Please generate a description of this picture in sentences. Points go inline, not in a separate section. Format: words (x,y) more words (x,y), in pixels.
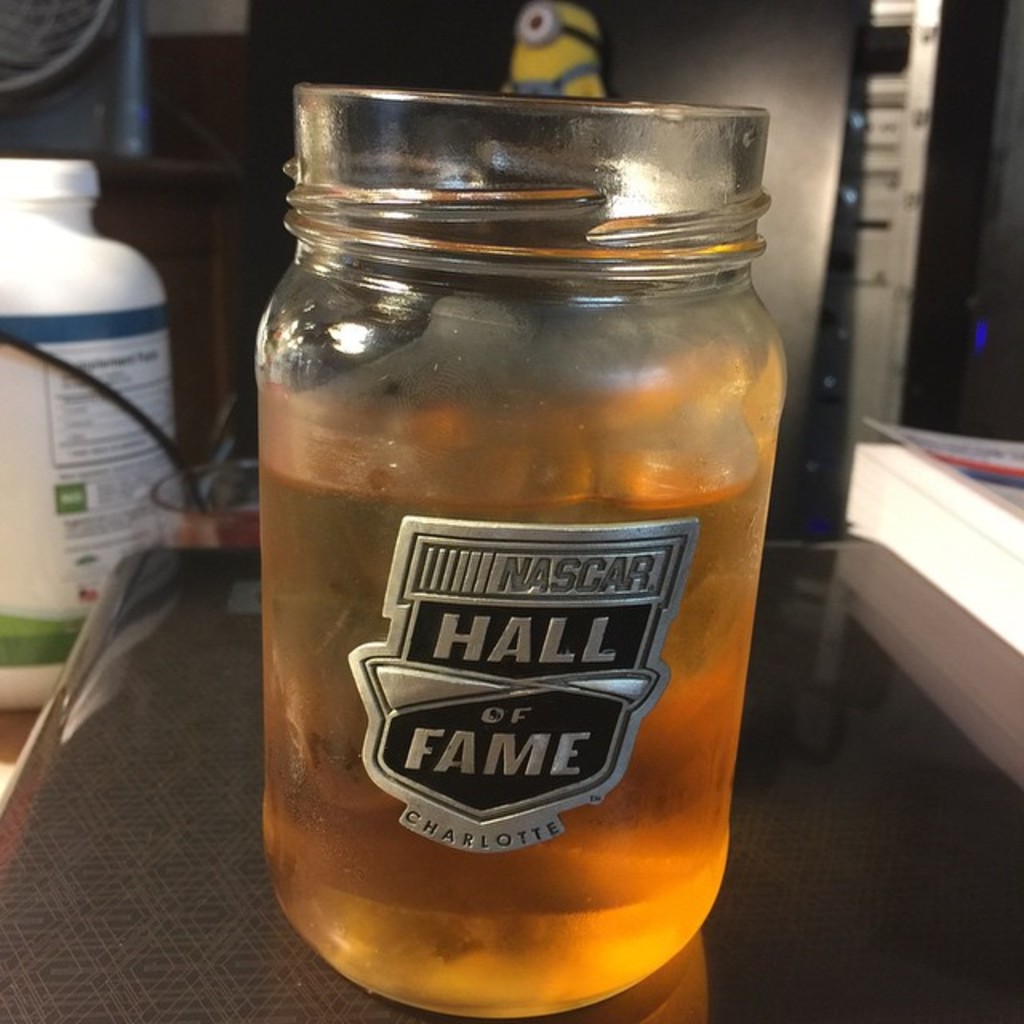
In the middle of the image (606,450), there is a jar (304,166) filled with a drink (655,746) placed on a table (143,938). In the background (131,268), there is a white color bottle (134,253), there is a wire (148,423) and there are other objects (980,170).
